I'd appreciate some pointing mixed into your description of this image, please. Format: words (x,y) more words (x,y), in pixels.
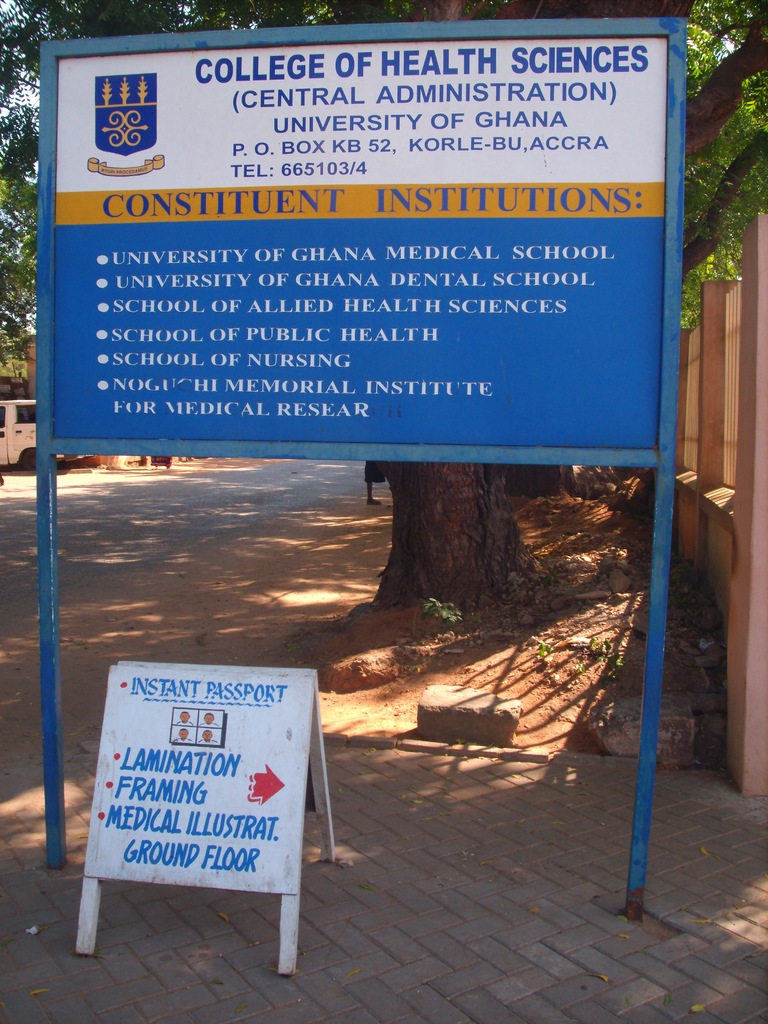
In this image we can see two sign boards (256,402) with some text (425,205) placed on the ground (481,899). In the background (706,579), we can see a wall (693,515), a vehicle (17,447) parked on the road (113,493) and a group of trees (470,518).
